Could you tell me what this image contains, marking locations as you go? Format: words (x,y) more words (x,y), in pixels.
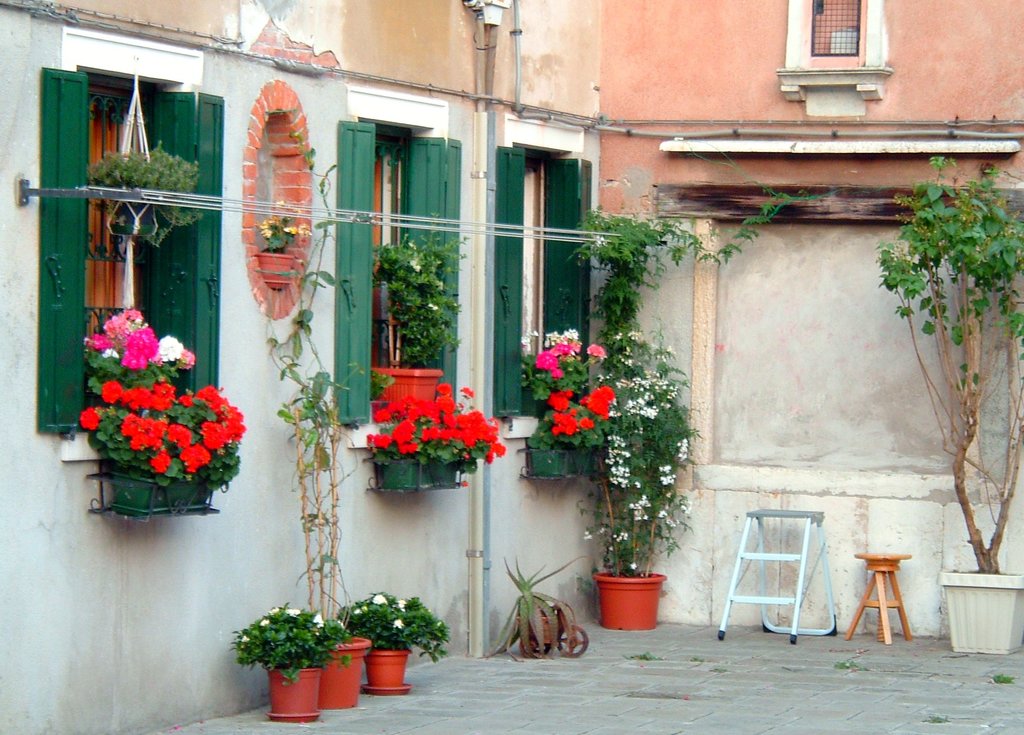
In this picture, we can see some flower pots (648,585) on the ground (1008,725) and some objects (887,615) on the ground (995,725) like chairs (899,609), we can see walls (442,509) with windows (345,249) and flower pots (425,483) and some objects (489,14) attached to it.
